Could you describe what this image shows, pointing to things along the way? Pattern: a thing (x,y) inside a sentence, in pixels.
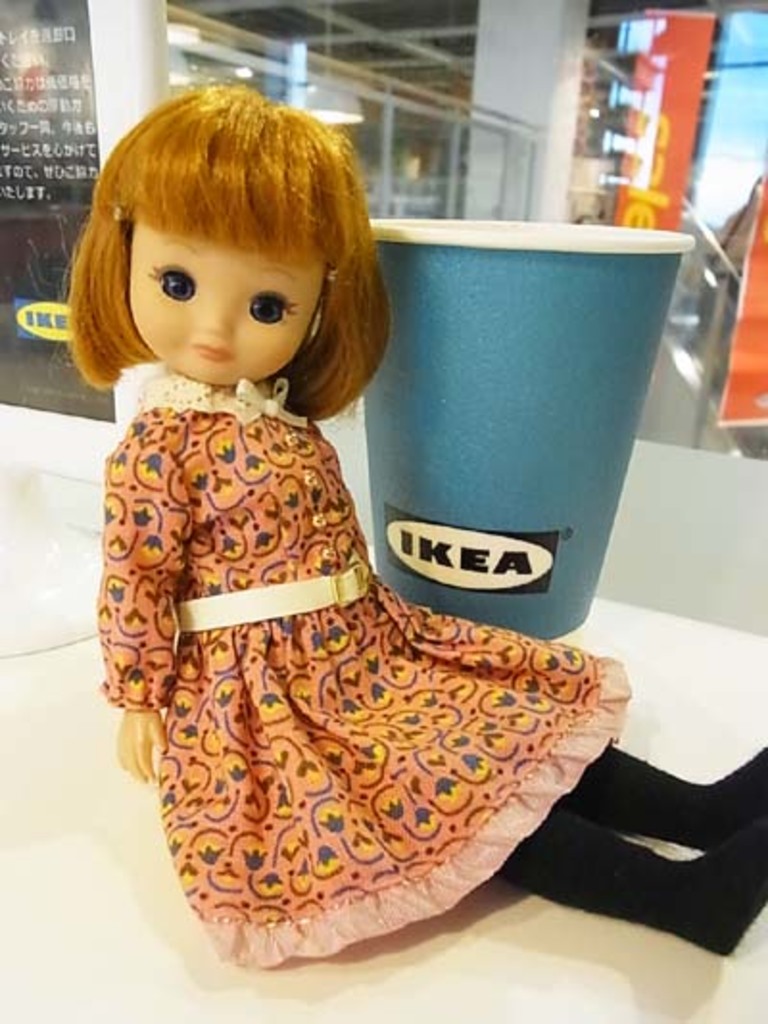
In this image we can see a doll (456,789) and glass (459,424). Background of the image one banner (72,74) is there and glass window (452,116) is present.
